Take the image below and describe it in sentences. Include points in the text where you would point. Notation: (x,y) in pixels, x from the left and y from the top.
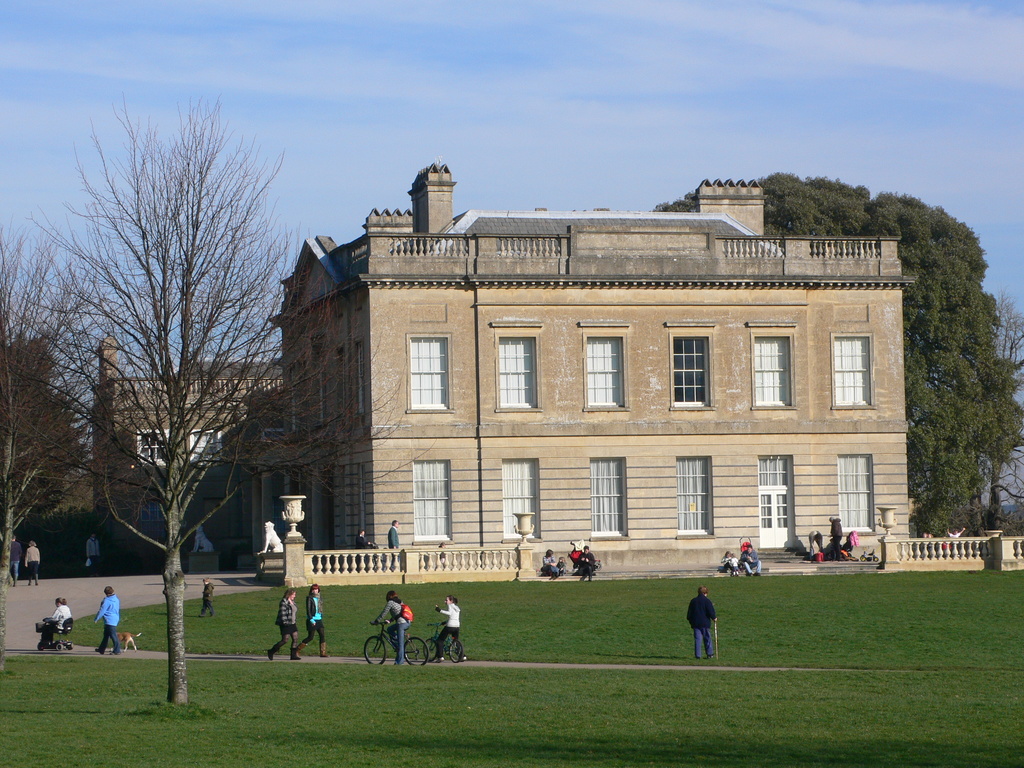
This is grass (474,656) and there are few persons (13,553). Here we can see two persons (452,616) are walking with bicycles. There are trees (224,399), buildings (454,501), and windows (594,375). In the background (798,132) there is sky (771,156).
